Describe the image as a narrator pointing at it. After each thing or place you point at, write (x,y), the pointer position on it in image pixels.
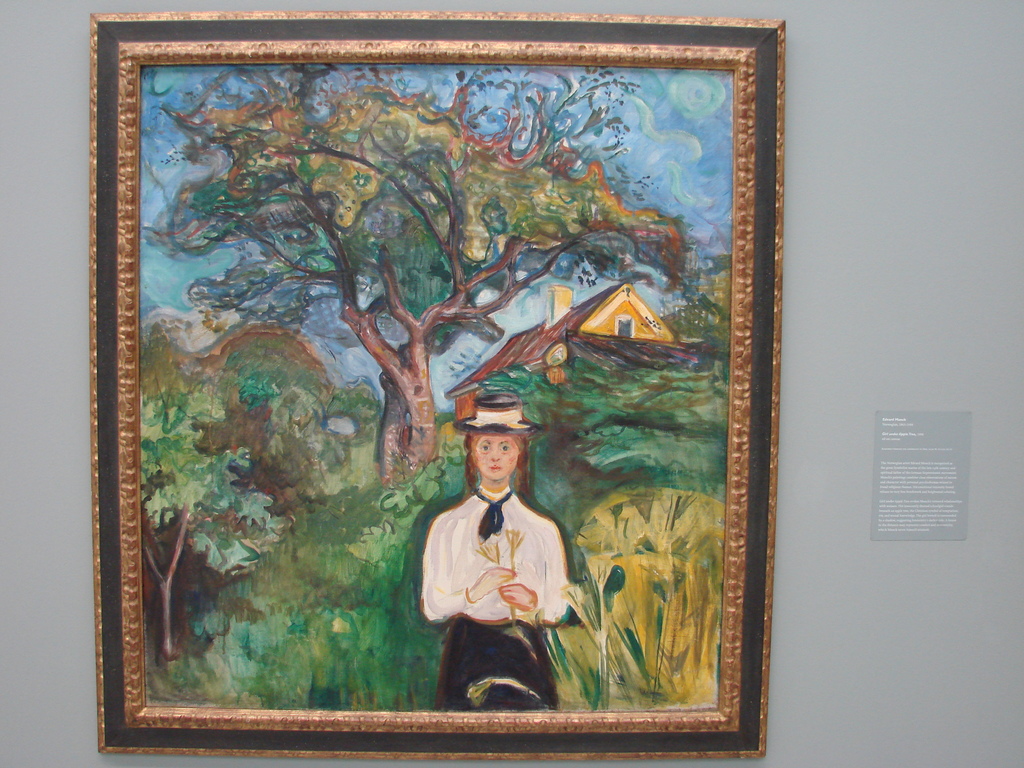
In this picture we can see a wall (871,564), there is a painting (614,577) here, in this painting (595,572) we can see a person (520,558), a house (562,373), a tree (410,254) and sky (676,130), on the right side (919,513) there is a paper (925,474) pasted on the wall (847,448).
